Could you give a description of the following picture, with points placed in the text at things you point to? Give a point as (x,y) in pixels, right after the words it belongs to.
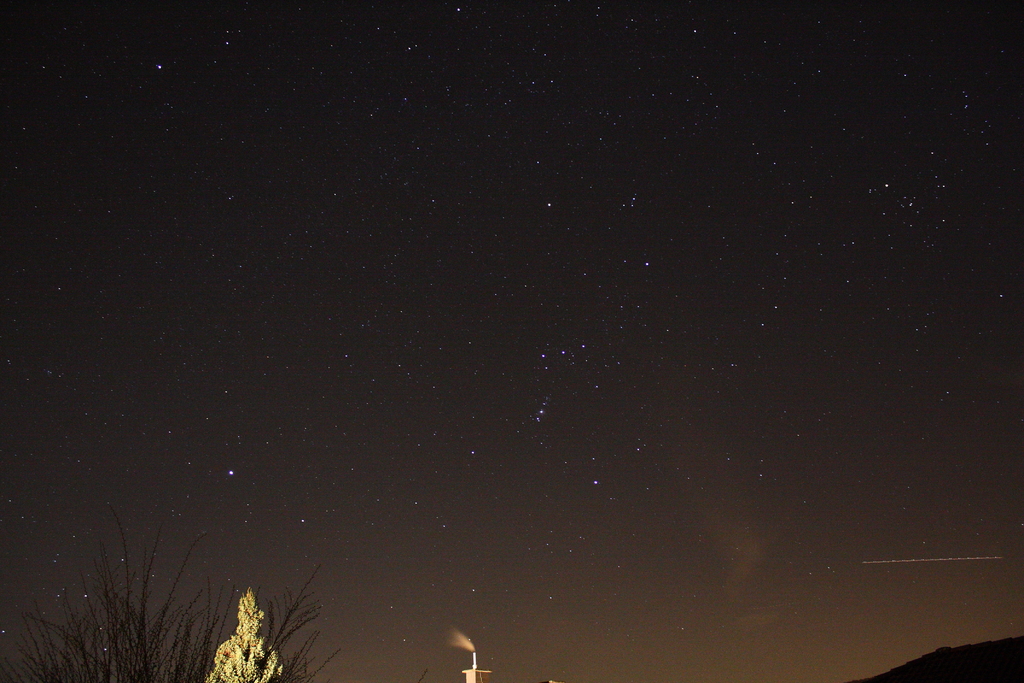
In this image in the front (203,644) there are trees (186,650) and there is an object (476,678) which looks like a pillar (475,674) and in the sky (408,320) there are objects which are white in colour. On the right side (945,667) there is an object (960,668) which is visible.
